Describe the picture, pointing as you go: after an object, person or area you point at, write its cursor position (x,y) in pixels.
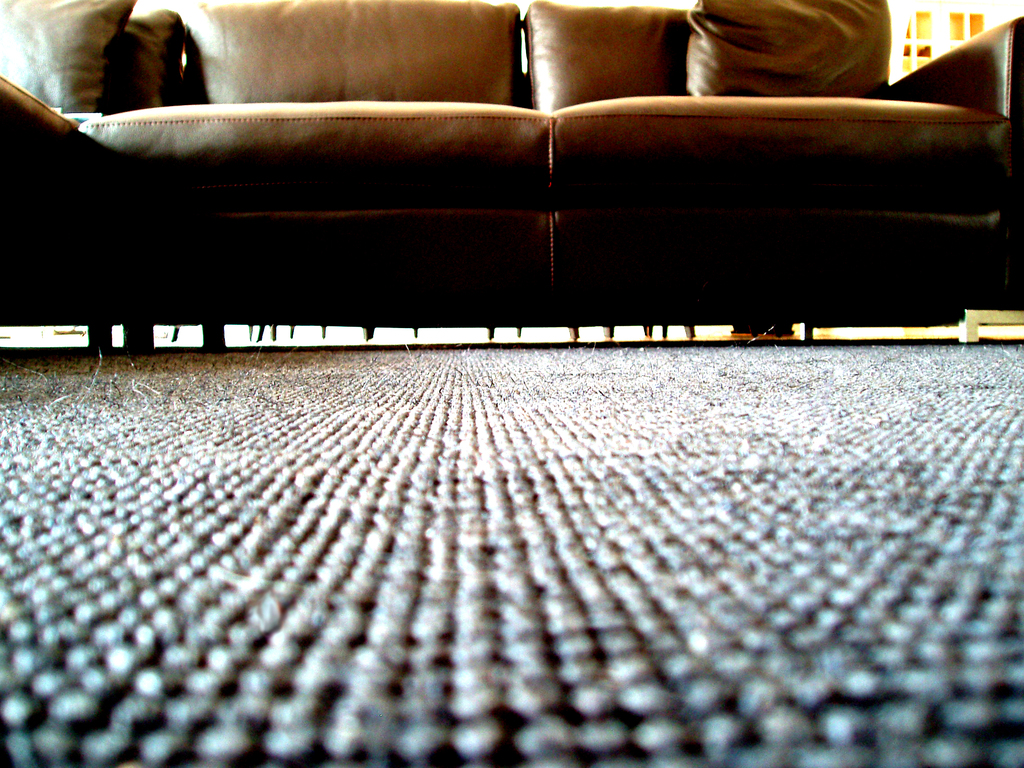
In the image we can see there is a brown colour sofa (565,121) and on the floor (537,616) there is a mat (661,659).
